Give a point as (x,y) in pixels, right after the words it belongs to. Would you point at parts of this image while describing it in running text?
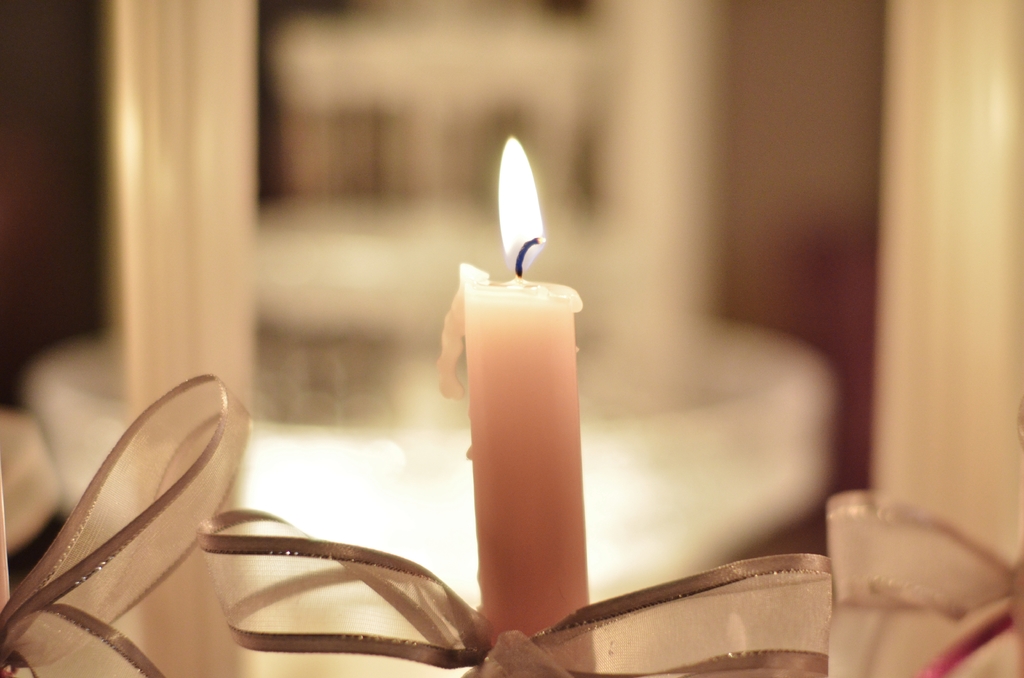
There is a candle (538,391) which is lightened and there are few objects (462,608) beside it and there are some other objects (579,169) in the background (632,215).
